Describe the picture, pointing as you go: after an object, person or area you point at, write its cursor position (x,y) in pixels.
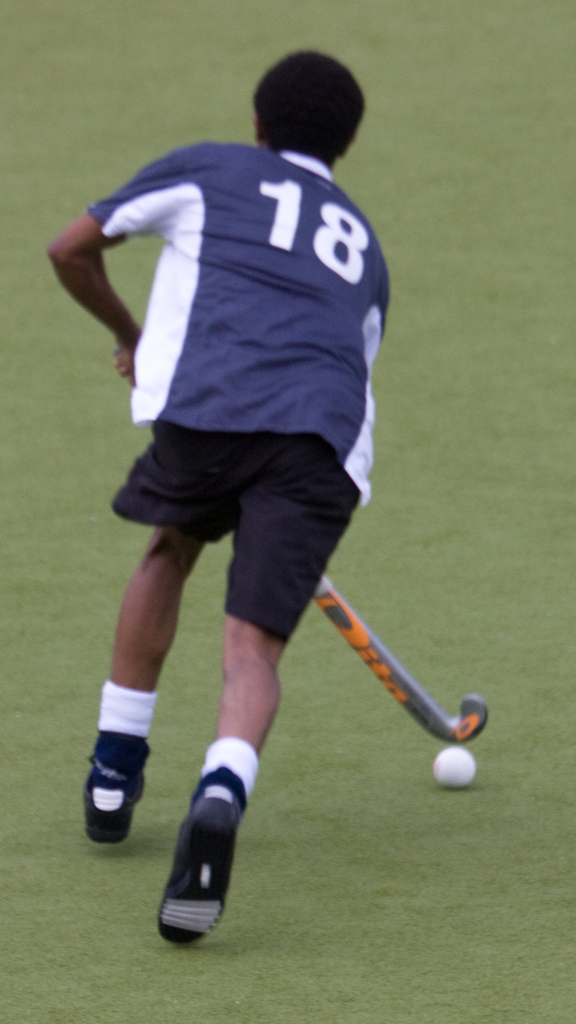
In this image I can see a person (317,90) is playing a hockey on the ground (432,738) and a ball (461,755). This image is taken may be during a day.
